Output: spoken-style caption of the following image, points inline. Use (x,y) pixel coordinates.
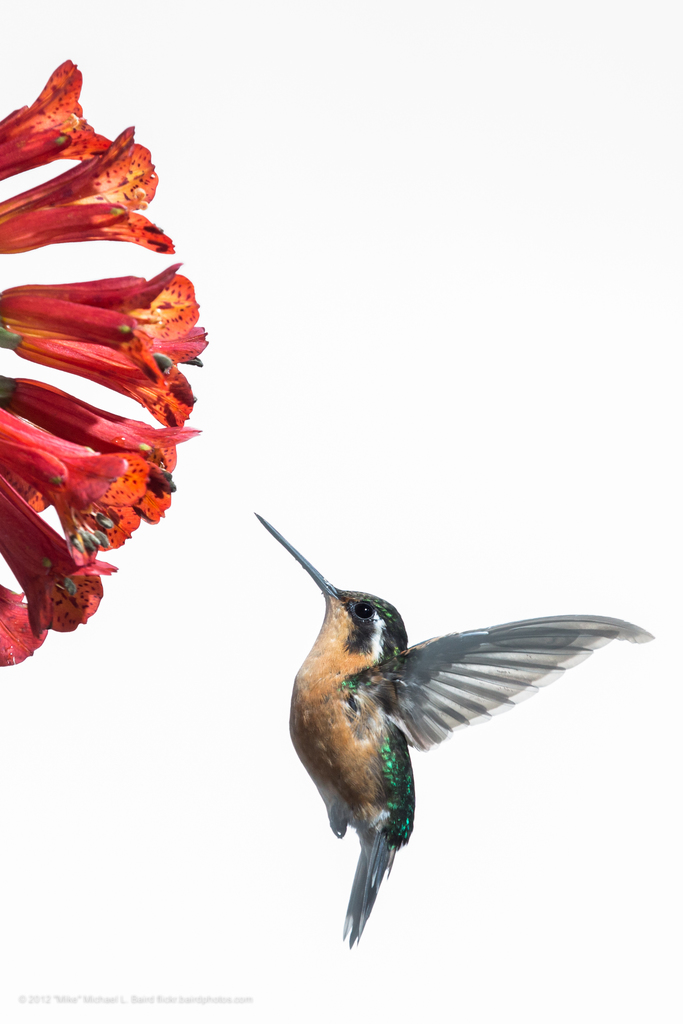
In this image there is a bird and text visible at the bottom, on the left side (62,432) there are some flowers (127,276), background (559,159) is white.
